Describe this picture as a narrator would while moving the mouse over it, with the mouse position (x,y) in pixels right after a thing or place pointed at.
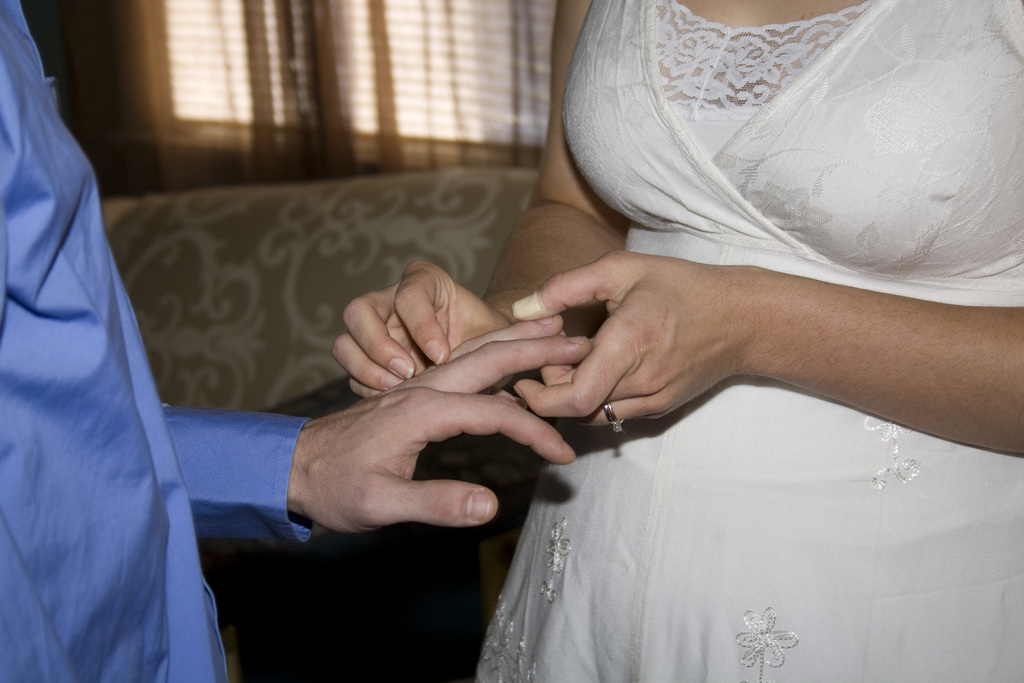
In the foreground of the image (38,95) there are two persons (504,361) holding hands (712,301). In the background of the image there is a window (364,13). There is a curtain (307,104).
